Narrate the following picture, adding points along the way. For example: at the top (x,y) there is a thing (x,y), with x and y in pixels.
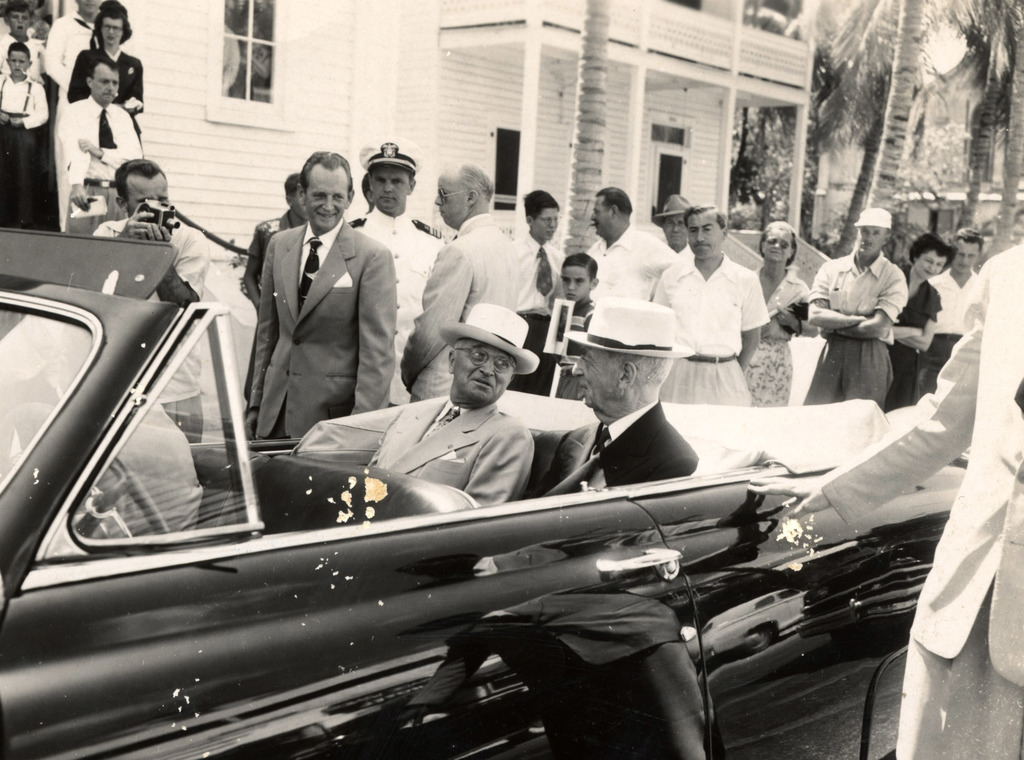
In this picture there are few people (713,265) standing. There are two men (466,465) in the car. There is a man (138,183) holding a camera (151,209). There is a building (661,106). There are few trees (892,127) at the background (880,125).
